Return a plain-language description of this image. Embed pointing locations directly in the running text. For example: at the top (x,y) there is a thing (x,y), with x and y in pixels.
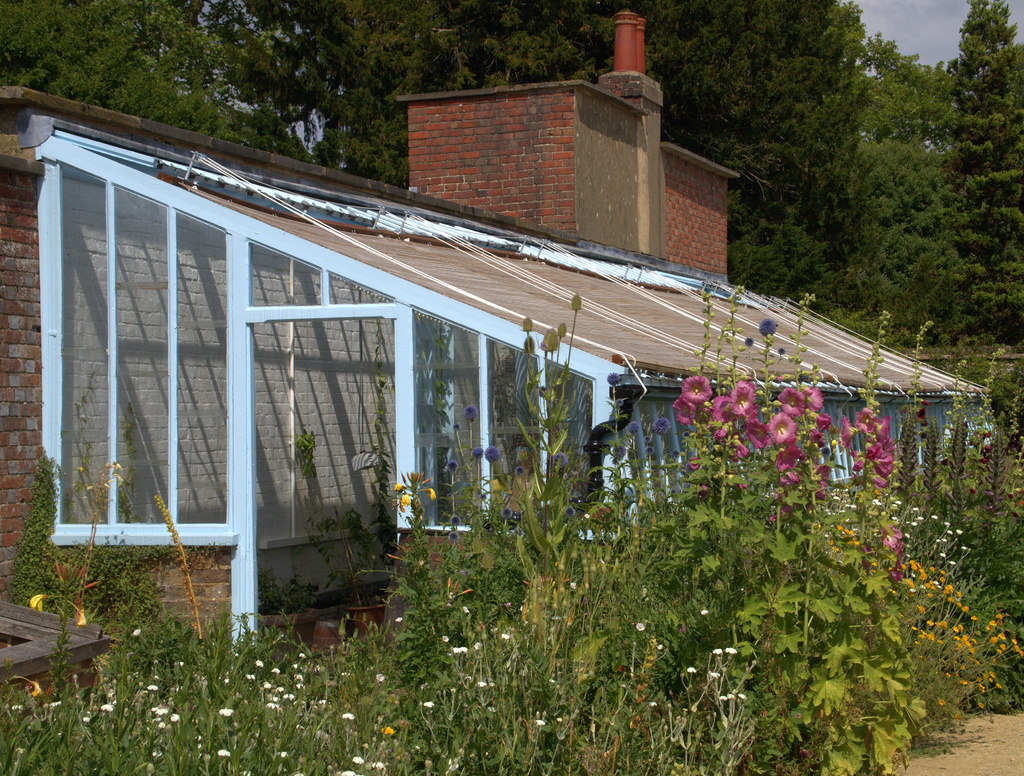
In this picture we can see there are plants (562,515) with flowers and a house (321,251). Behind the house (372,215) there are trees (740,108) and a sky (916,30).
